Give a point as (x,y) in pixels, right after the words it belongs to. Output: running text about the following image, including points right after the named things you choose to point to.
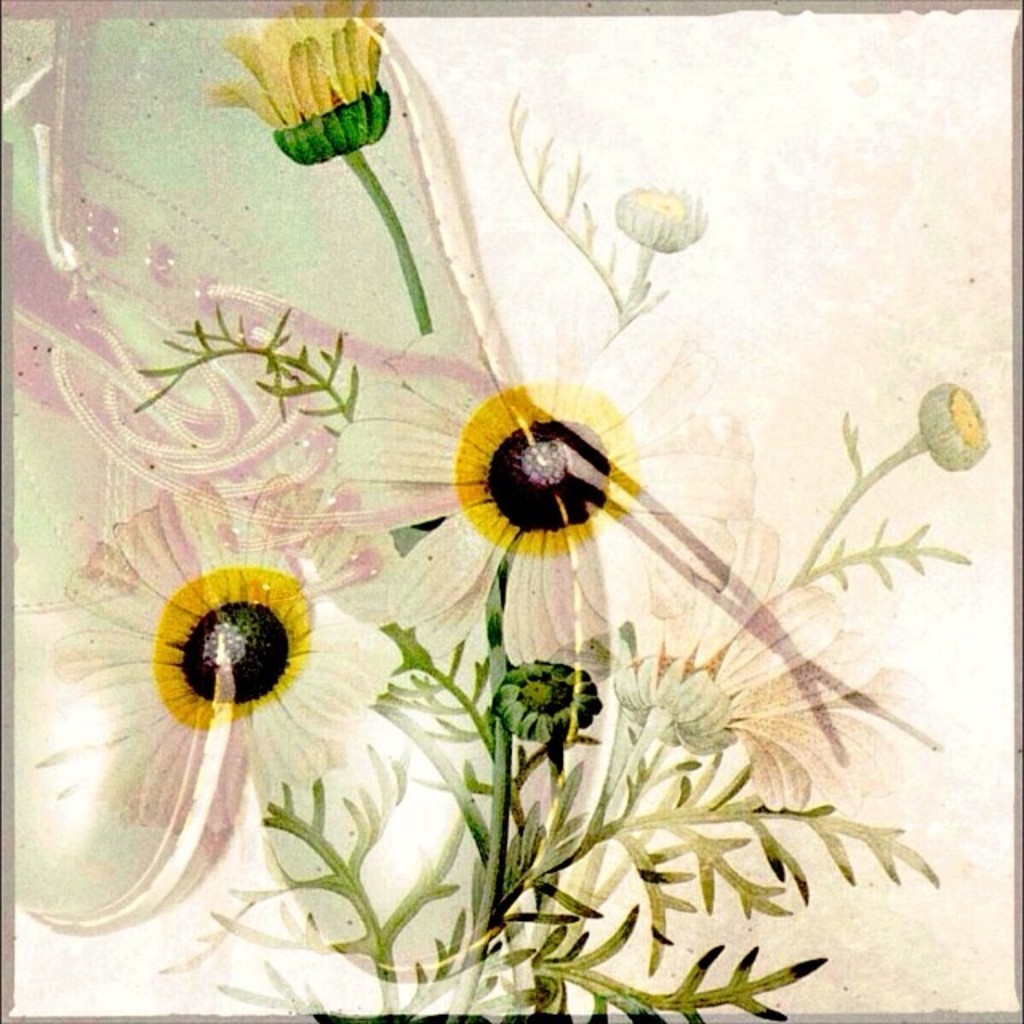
This image consists of flowers (609,351). They are in white and pink color. There is a picture (240,223) of shoe (148,334) on the left (245,441).
